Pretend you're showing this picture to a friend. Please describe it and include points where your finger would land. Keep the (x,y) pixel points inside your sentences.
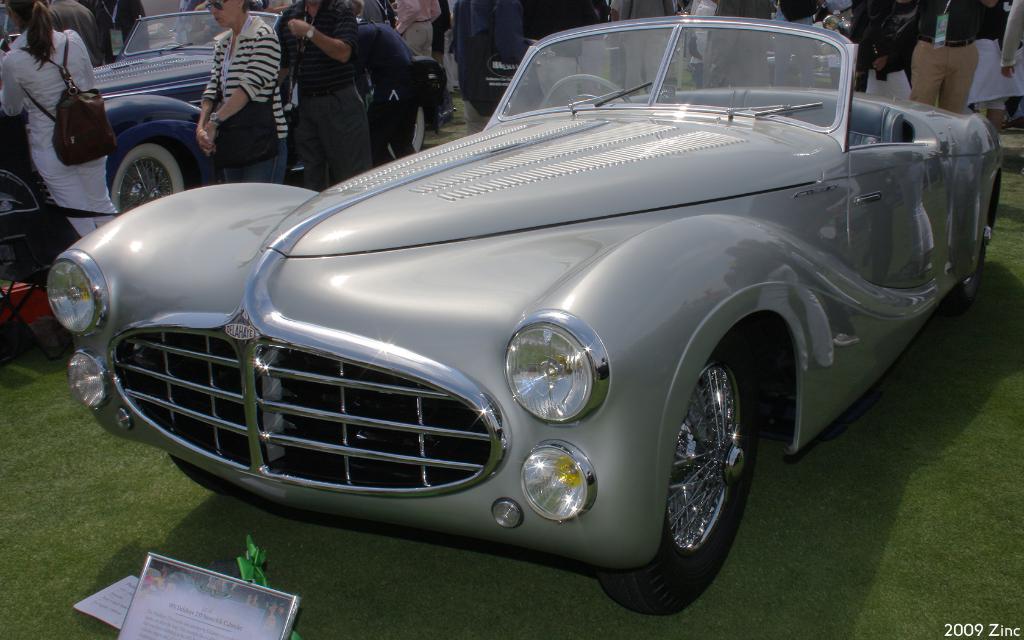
In this image, I can see two cars (231,263). One is silver in color and the other one is blue in color. I can see groups of people (467,15) standing. This looks like a board (252,592), which is in front of the car (297,479). At the bottom of the image (990,629), I can see the watermark (966,636).
